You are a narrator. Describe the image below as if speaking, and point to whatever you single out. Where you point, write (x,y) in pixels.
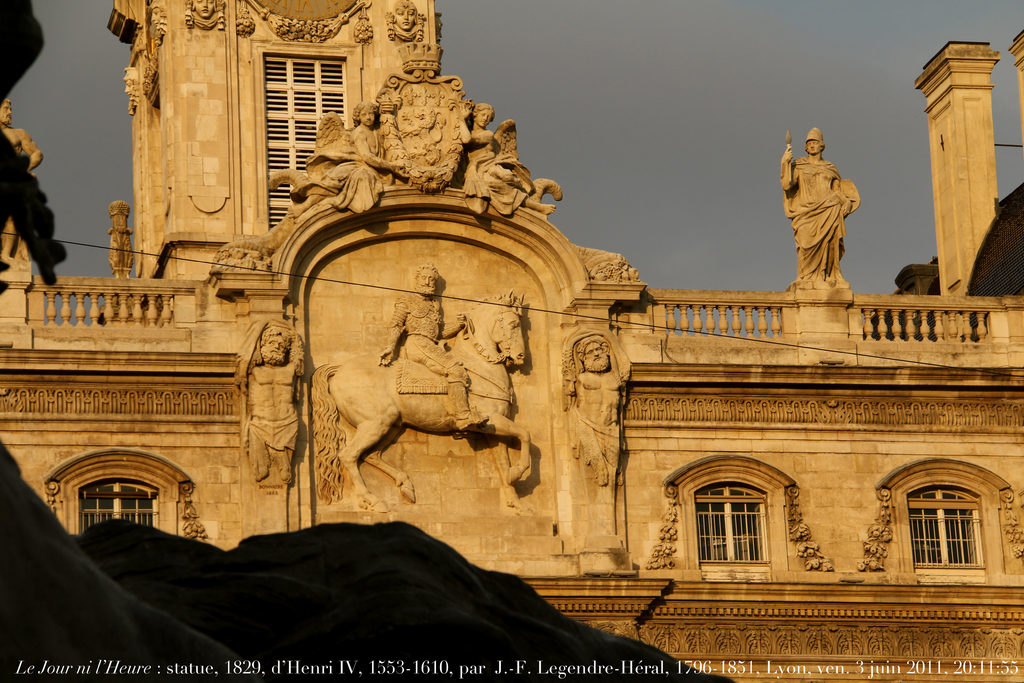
In this image I can see yellow colour building (532,530), windows (941,517) and I can see number of sculptures (356,144). I can also see the sky (603,154) in background (611,72) and here I can see wire (966,368). I can also see watermark (1013,663) over here.
